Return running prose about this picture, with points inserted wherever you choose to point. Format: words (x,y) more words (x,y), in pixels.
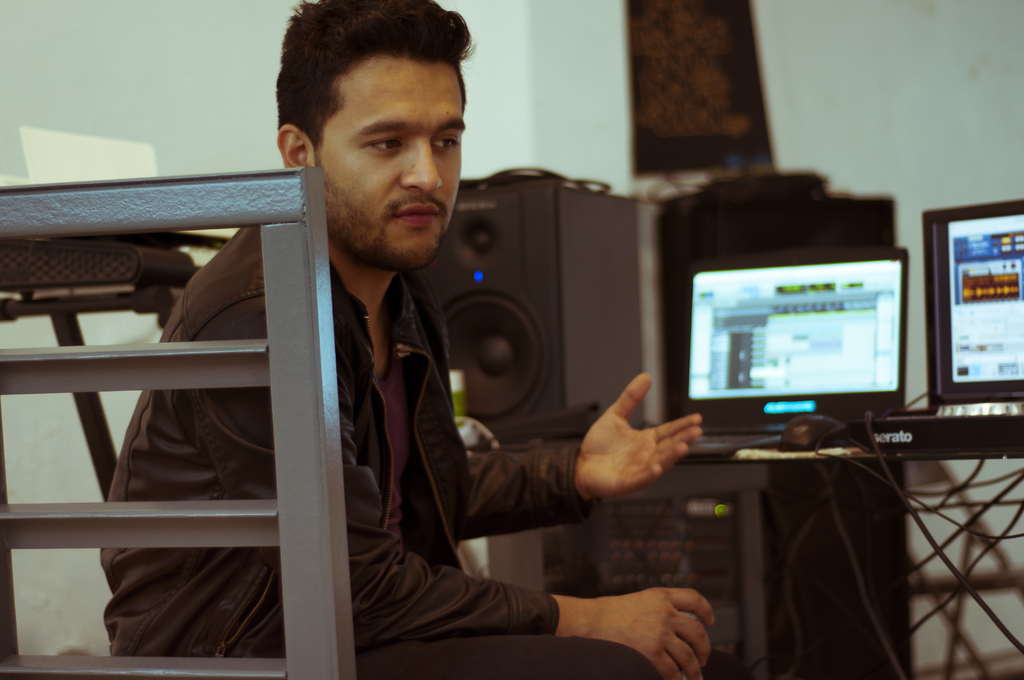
In this image I can see a person (417,564) wearing black colored dress (376,502) and a metal object (337,473). In the background (491,250) I can see few speakers (523,378), few wires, few monitors (814,361), few other objects (834,593) and the wall (888,117).
